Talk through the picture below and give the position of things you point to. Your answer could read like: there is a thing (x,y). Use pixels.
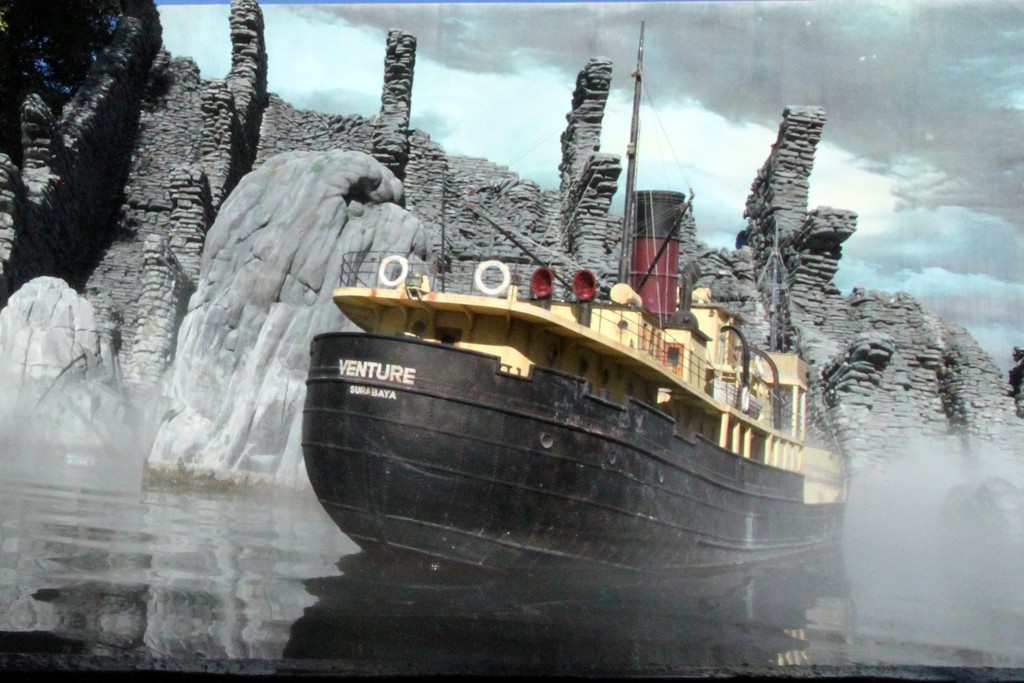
In this image we can see black color ship (532,485) on the surface of water (704,596). Behind monument (252,196) is there. The sky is covered with clouds (805,82).
